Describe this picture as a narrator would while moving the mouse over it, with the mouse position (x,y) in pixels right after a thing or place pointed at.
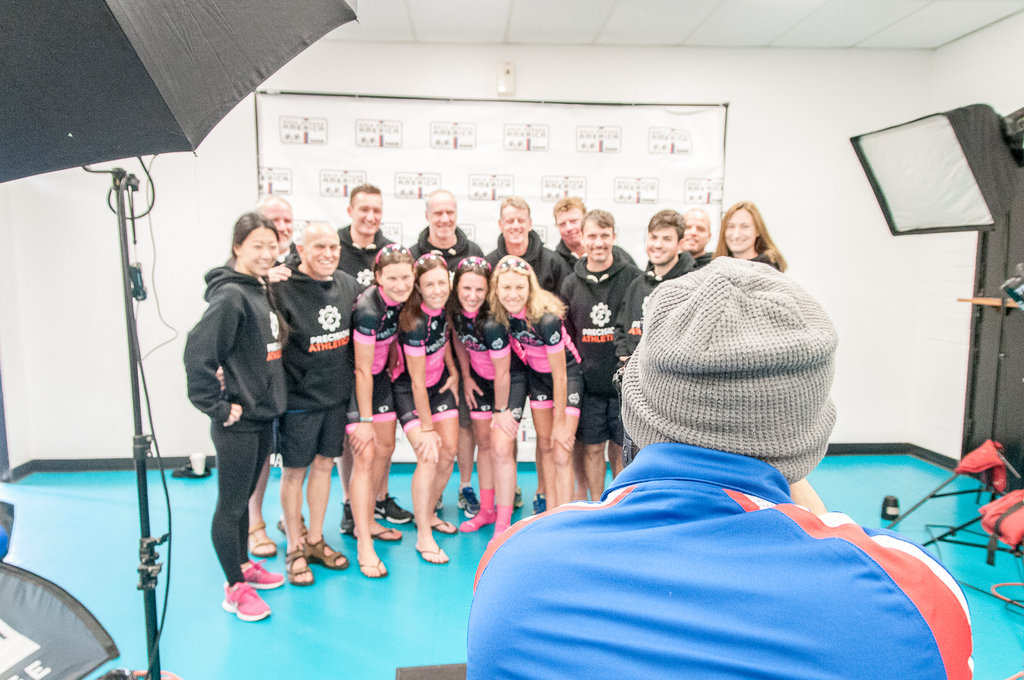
In this image we can see a few people (322,232) standing on the floor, in front of them, we can see a person (724,346) holding a camera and taking a photograph, there are lights (121,213) and a banner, in the background (103,335), we can see the wall (139,213).
